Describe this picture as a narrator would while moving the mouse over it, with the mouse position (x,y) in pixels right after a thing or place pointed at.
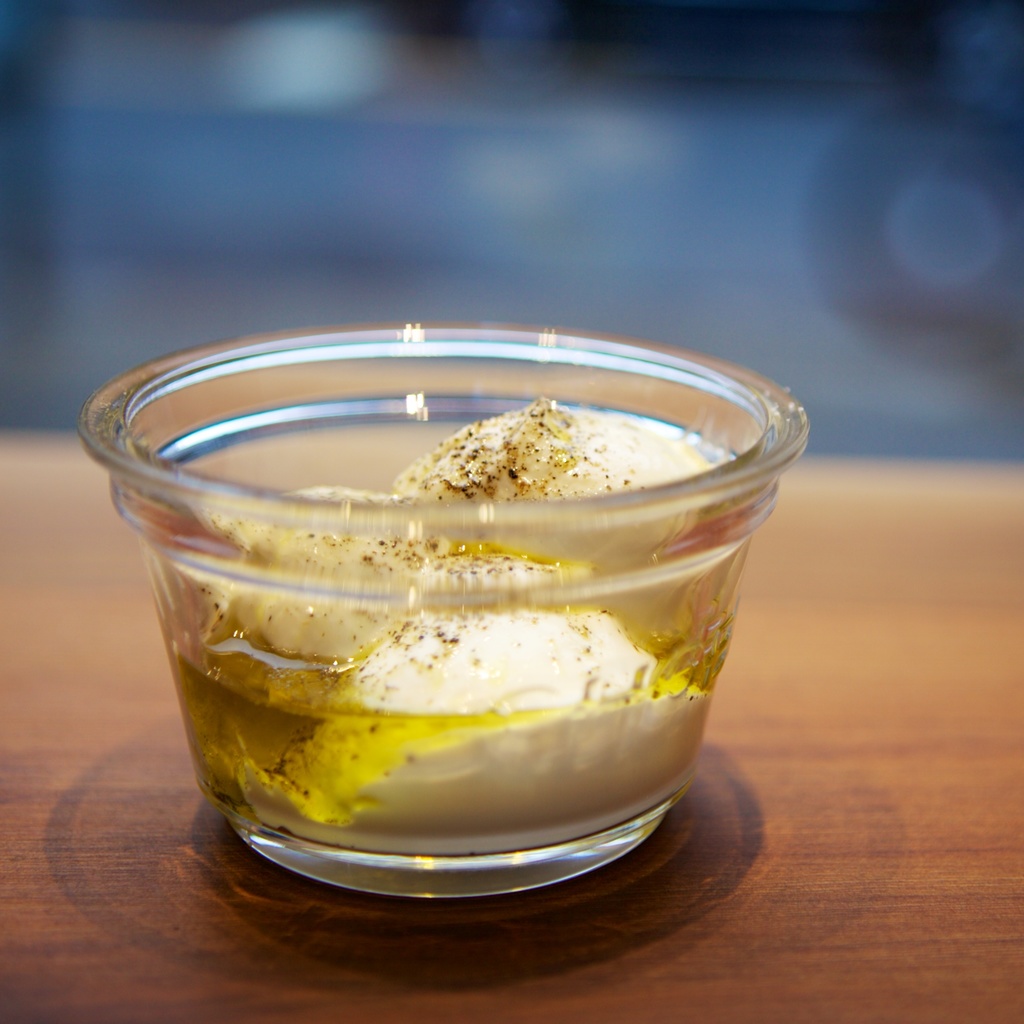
Here we can see glass cup (499,594) with food (517,462) on table (593,919).
